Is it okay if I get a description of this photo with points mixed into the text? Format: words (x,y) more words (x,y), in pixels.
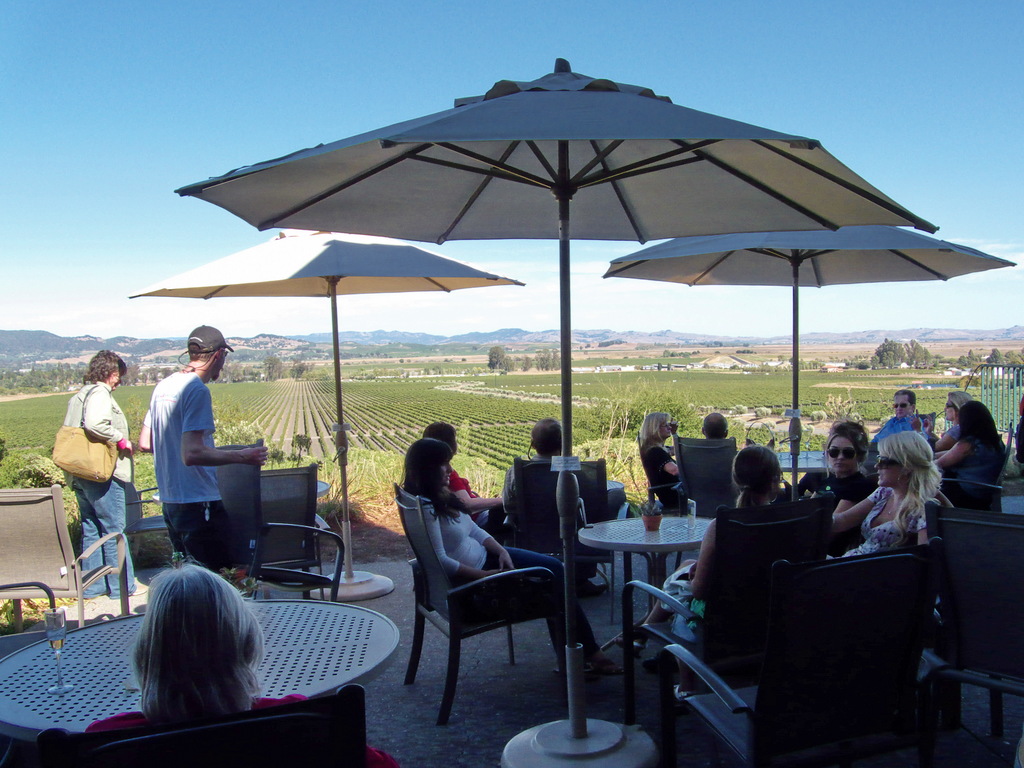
This picture shows a group of people (449,489) seated on the chairs (751,664) and we see two people (182,474) standing and we see few umbrellas (578,114) and trees (923,352) around.
